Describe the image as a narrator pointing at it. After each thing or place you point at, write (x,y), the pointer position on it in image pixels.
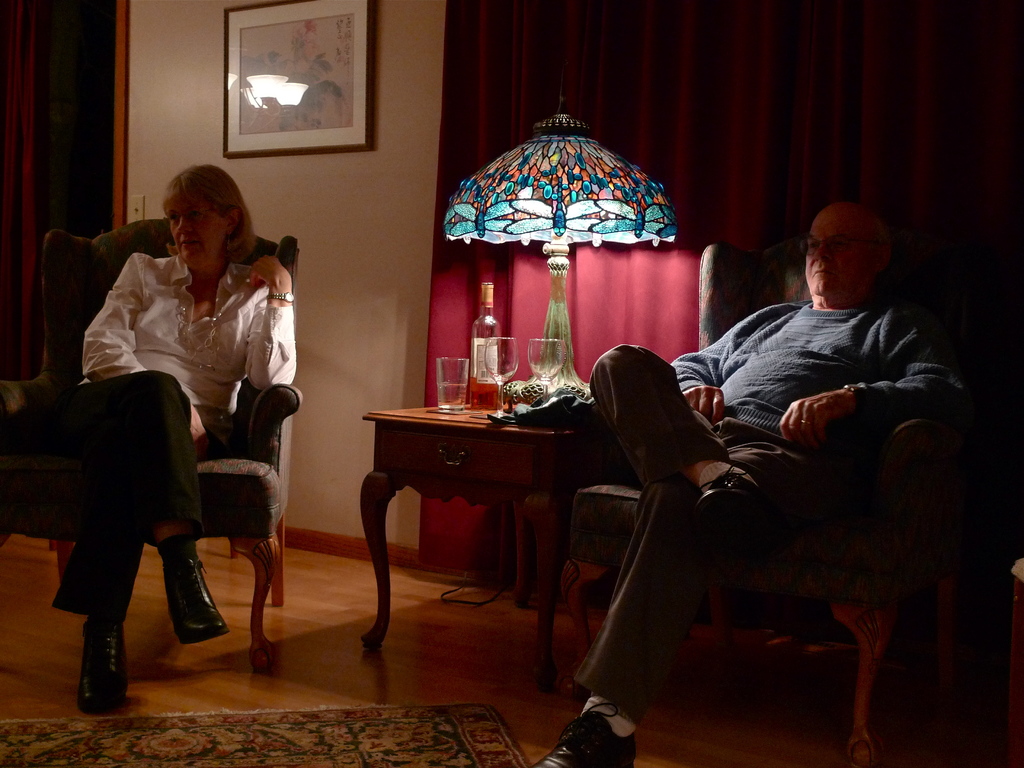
This picture is clicked inside the room (859,378). On the right side (911,342), we see a man (825,352) who is wearing the spectacles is sitting on the chair (725,555). Beside him, we see a table (592,427) on which a lamp (552,160), glass bottle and the glasses (491,369) are placed. On the left side (215,264), we see a woman (273,347) is sitting on the chair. In the background (306,236), we see a maroon curtain (673,156) and a white wall (347,249) on which a photo frame (343,134) is placed. On the left side (118,124), we see a curtain (11,107) and a door (113,164). At the bottom (409,583), we see the wooden floor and a carpet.
